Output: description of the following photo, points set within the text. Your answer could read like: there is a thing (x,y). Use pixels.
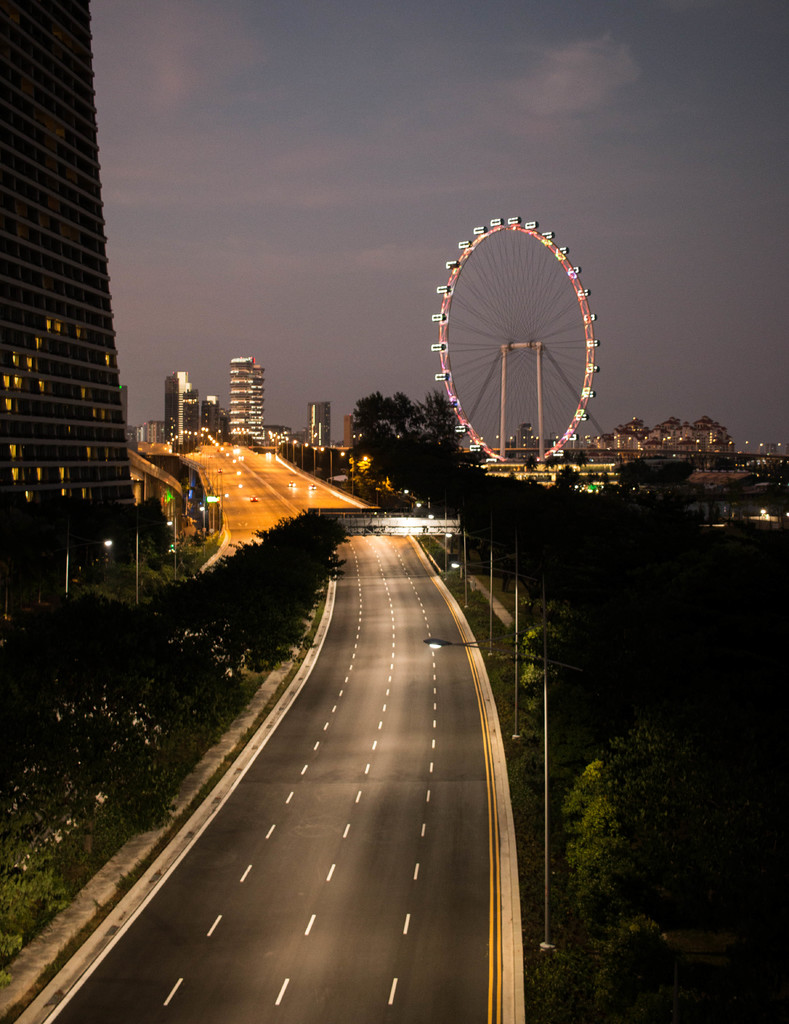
In this image there is a road (431,816) and we can see vehicles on the road (443,781). There are poles (68,546) and trees (75,557). We can see buildings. There is a giant wheel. In the background (489,240) there is sky (414,236) and we can see lights (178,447).
